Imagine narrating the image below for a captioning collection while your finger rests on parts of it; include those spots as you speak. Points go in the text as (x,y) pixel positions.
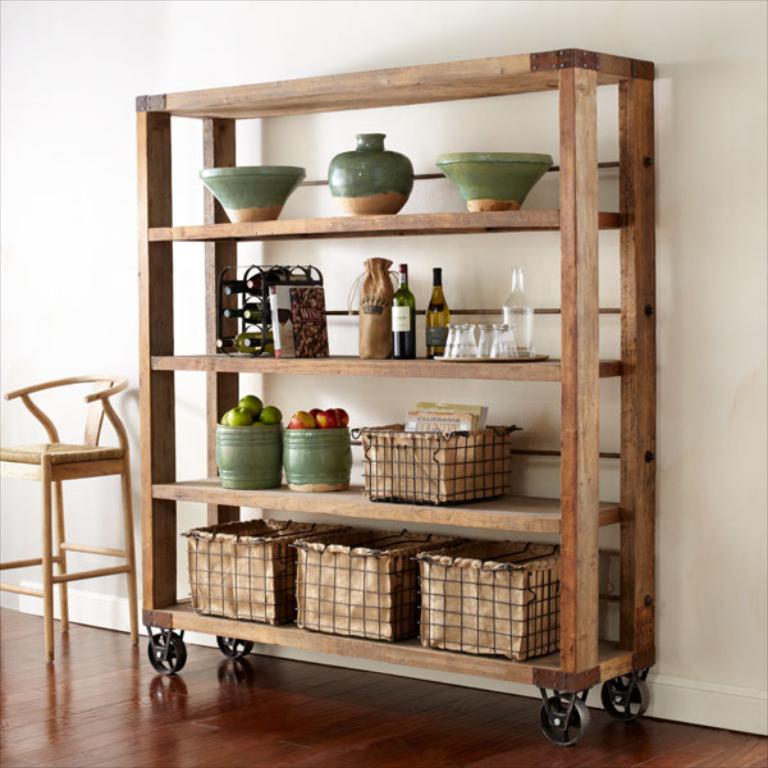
In the center of the picture (404,507) there is a wooden shelf (598,525), in the shelf (370,515) there are baskets (397,486), jars (330,442), bottles (394,303), glasses (463,348), fruits (323,408), books (424,407) and other objects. On the left (89,469) there is a chair (87,474). In the foreground (184,703) it is floor (207,707). In the background (225,66) it is wall (86,24) painted white.
